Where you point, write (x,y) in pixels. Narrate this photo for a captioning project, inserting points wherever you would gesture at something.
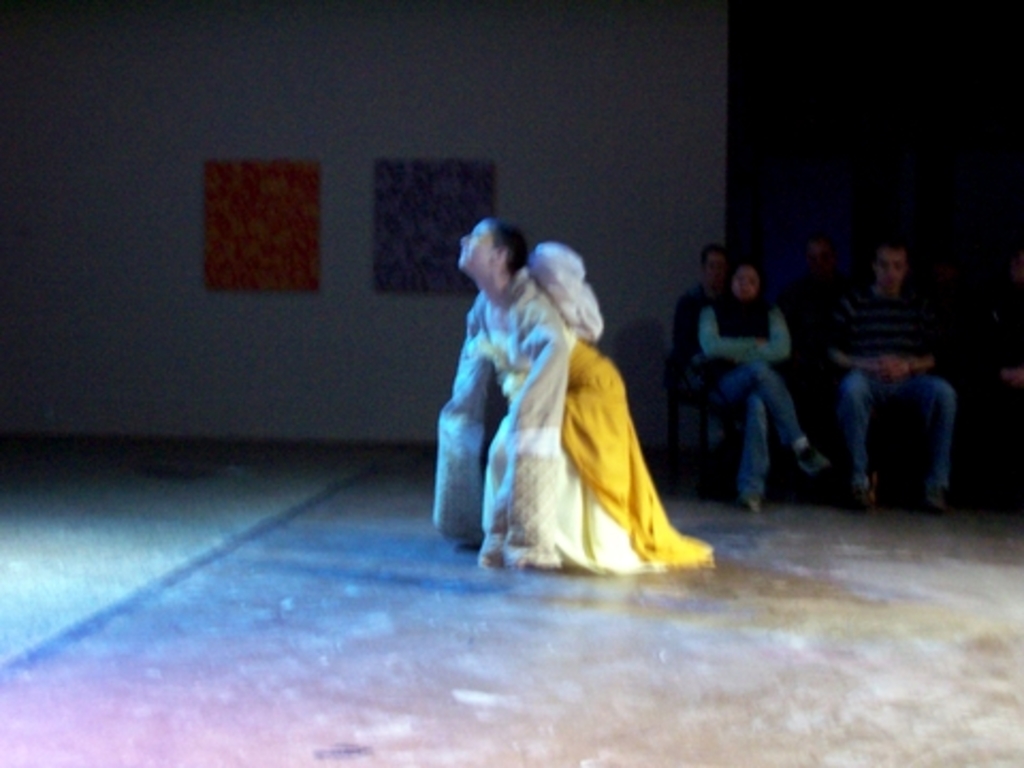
In this image I can see a person (512,459) and the person (479,342) is wearing yellow and white color dress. Background (399,91) I can see few persons (821,462) sitting on the chairs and the wall (327,233) is in white color.
